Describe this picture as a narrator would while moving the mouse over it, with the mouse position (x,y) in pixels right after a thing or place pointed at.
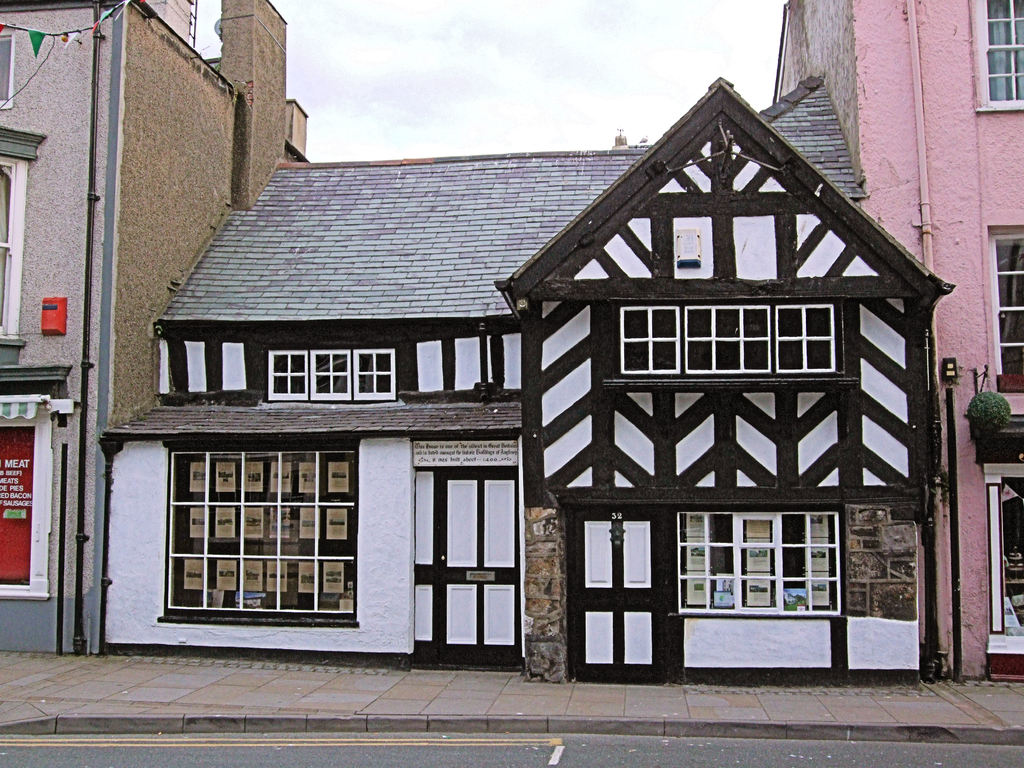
In this picture we can see the road (325,744), footpath (271,687), posters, buildings (439,375) with windows (1017,482), some objects (446,462) and in the background (492,92) we can see the sky (471,92).
